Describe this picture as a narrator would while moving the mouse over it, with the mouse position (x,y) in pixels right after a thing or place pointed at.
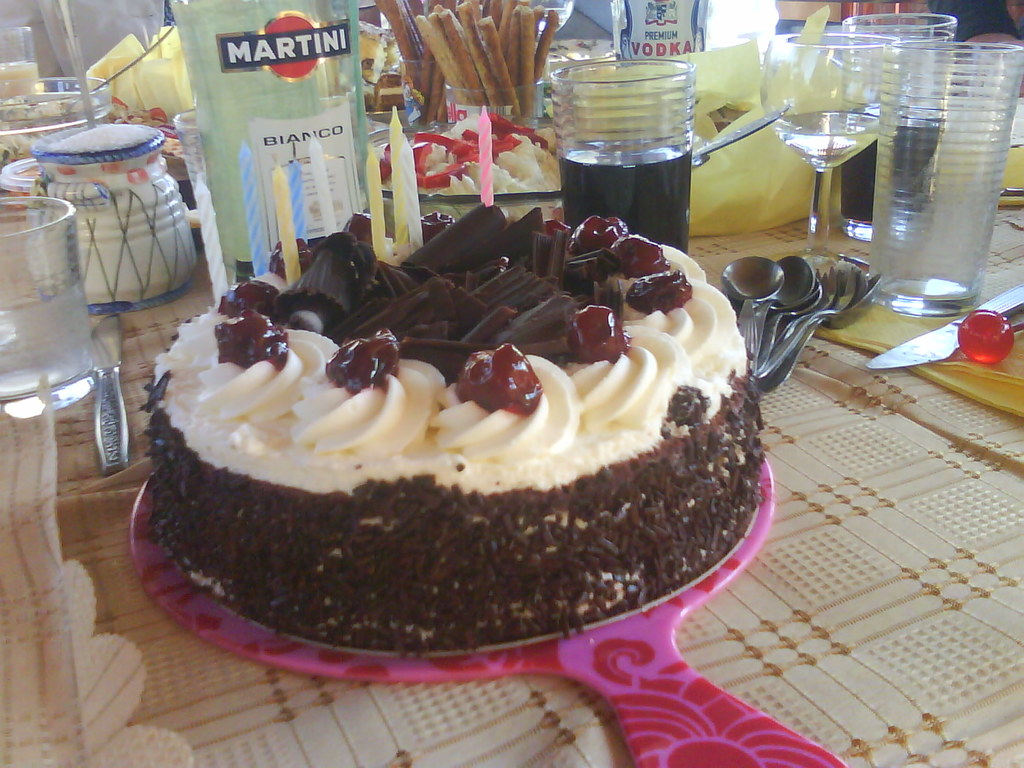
In this image there is a table (760,672). On the table (696,653) there are glasses (690,143), cutlery (801,274) and food packets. In the foreground (495,653) there is a pan (587,646). There is a cake (380,489) on the pan (597,635). On the cake (352,498) there are candles (482,133).
